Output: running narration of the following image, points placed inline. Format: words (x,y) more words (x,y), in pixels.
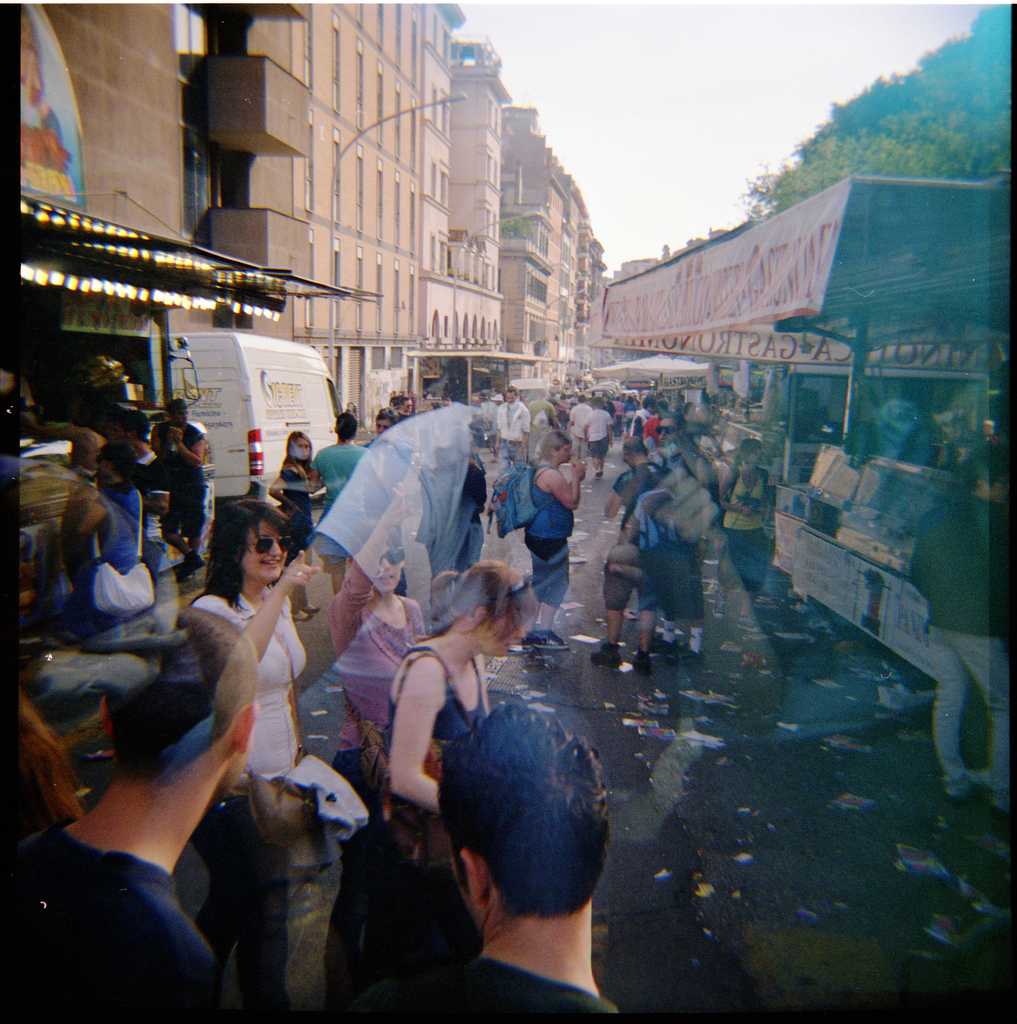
In this picture I can observe some people (344,598) standing on the road (497,533). There are men (595,435) and women (267,594) in this picture. On the left side (311,384) I can observe white color vehicle (271,404). In the background (389,98) I can observe buildings (369,257) and sky (655,86).
